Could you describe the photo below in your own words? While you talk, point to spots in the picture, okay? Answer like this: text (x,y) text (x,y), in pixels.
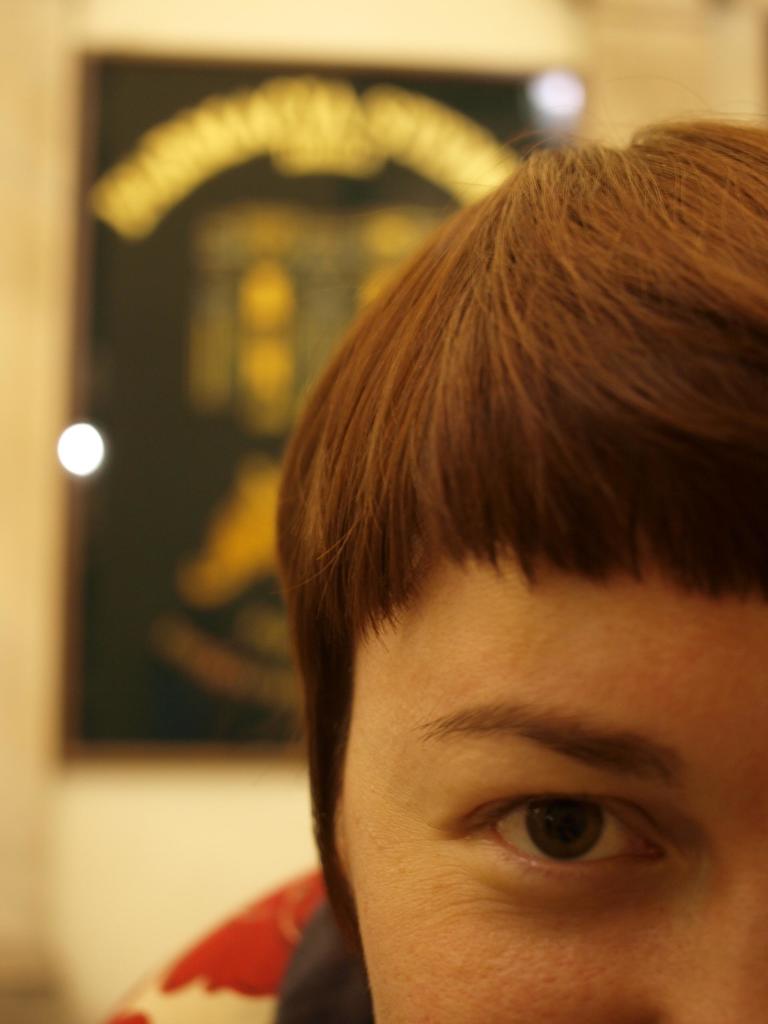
As we can see in the image there is yellow color wall (562,55), photo frame (324,170) and a person (480,655) standing in the front (467,827).
